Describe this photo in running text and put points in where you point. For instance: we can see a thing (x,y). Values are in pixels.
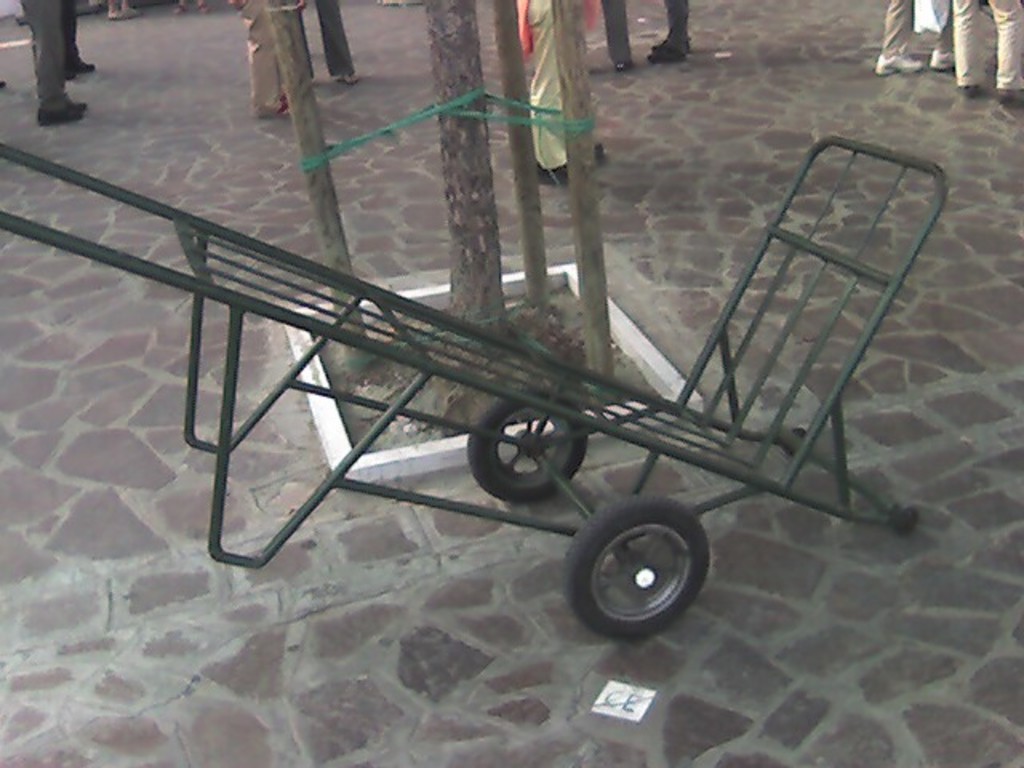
In this picture we can see a trolley (271,403) on the path (419,507). There are tree trunks (460,181) on the path (402,518). Few people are visible in the background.
